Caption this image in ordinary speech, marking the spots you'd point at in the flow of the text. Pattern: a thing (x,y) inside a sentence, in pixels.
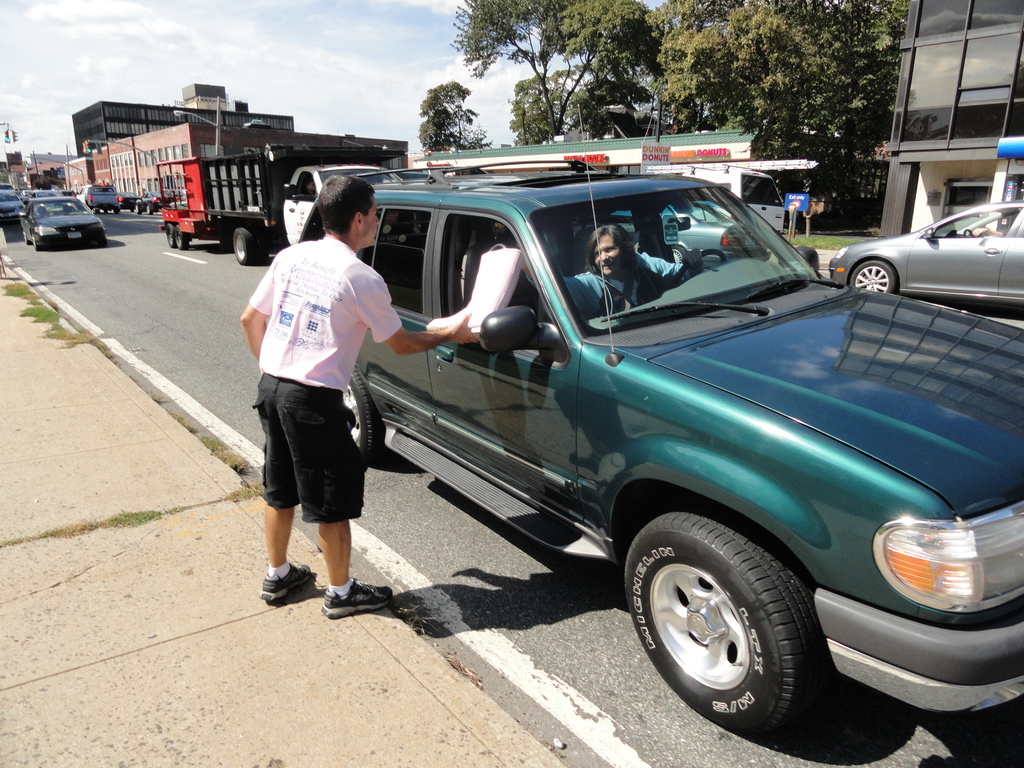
In the image we can see there are vehicles (255,234) on the road (145,265). In the vehicle (857,342) there are people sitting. Here we can see a man (315,372) standing, wearing clothes (312,470), socks (351,586), shoes (362,596) and he is holding an object (481,298) in hand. Here we can see footpath (132,395), the road (150,318), buildings (186,127), trees (760,96), grass (848,239) and the cloudy sky (373,35).
